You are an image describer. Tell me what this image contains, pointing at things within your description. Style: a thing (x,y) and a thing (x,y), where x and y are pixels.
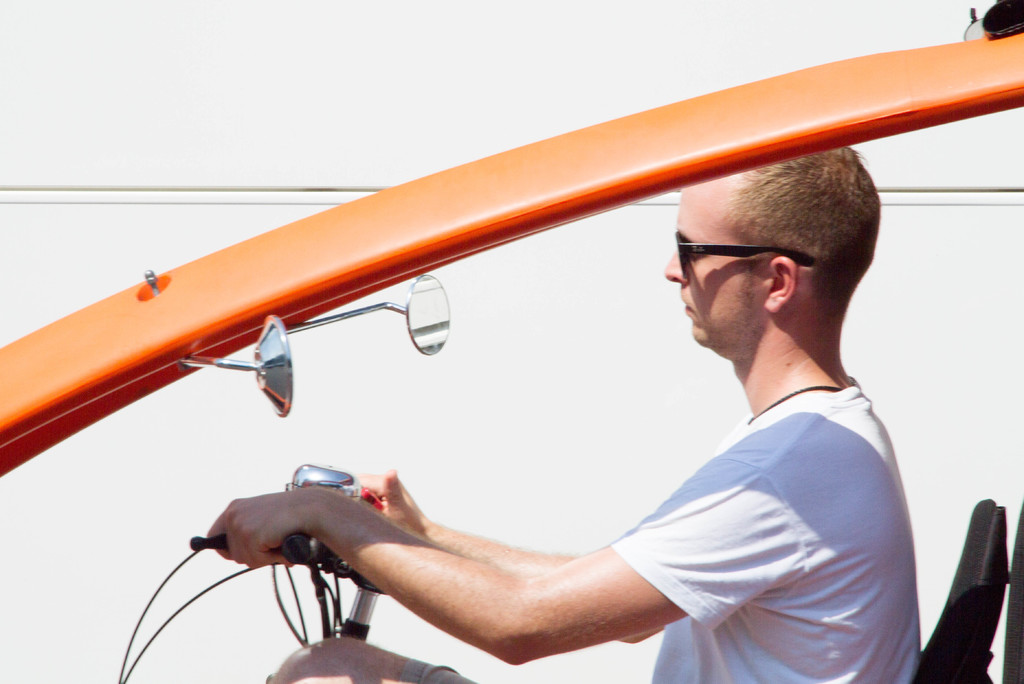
In this picture we can see a man (706,530) driving a vehicle (363,252), we can see a handle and two mirrors (437,319) in the middle (429,297), this man (819,388) wore goggles (723,250).
